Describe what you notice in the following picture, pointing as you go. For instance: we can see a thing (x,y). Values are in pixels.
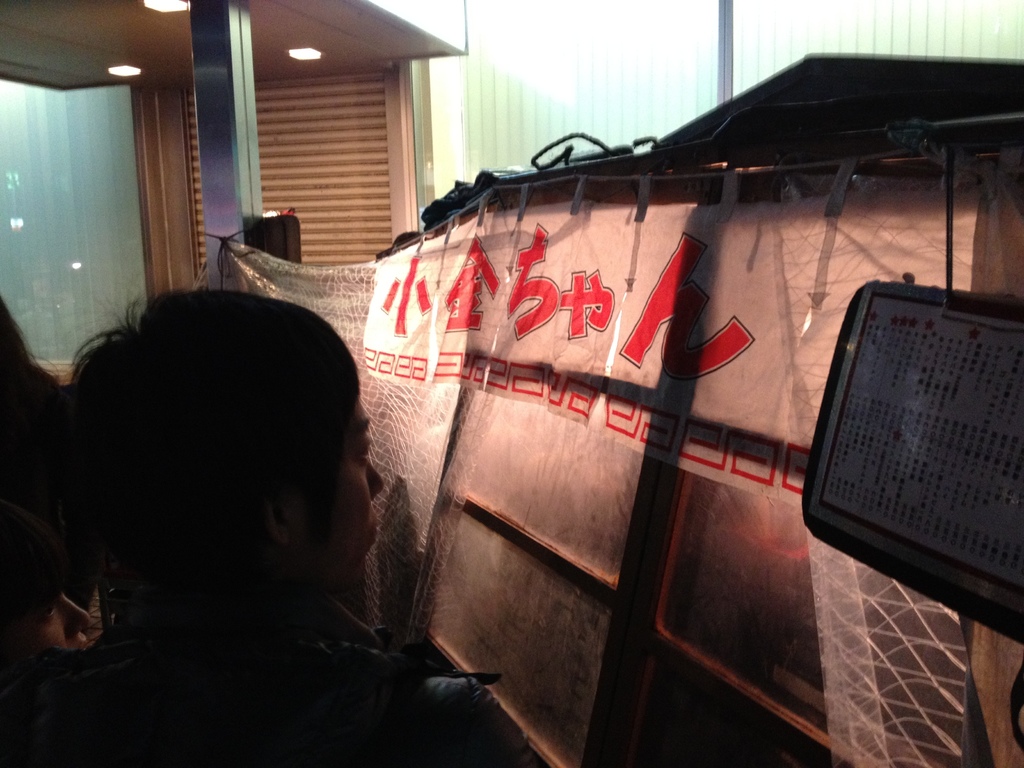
In this image there are a few people (347,627) standing, in front of them there is a curtain (550,372), behind that there is something. In the background (133,181) there is a wall (644,21) and a pillar (202,37). At the top of the image (115,49) there is a ceiling (115,49) with lights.
